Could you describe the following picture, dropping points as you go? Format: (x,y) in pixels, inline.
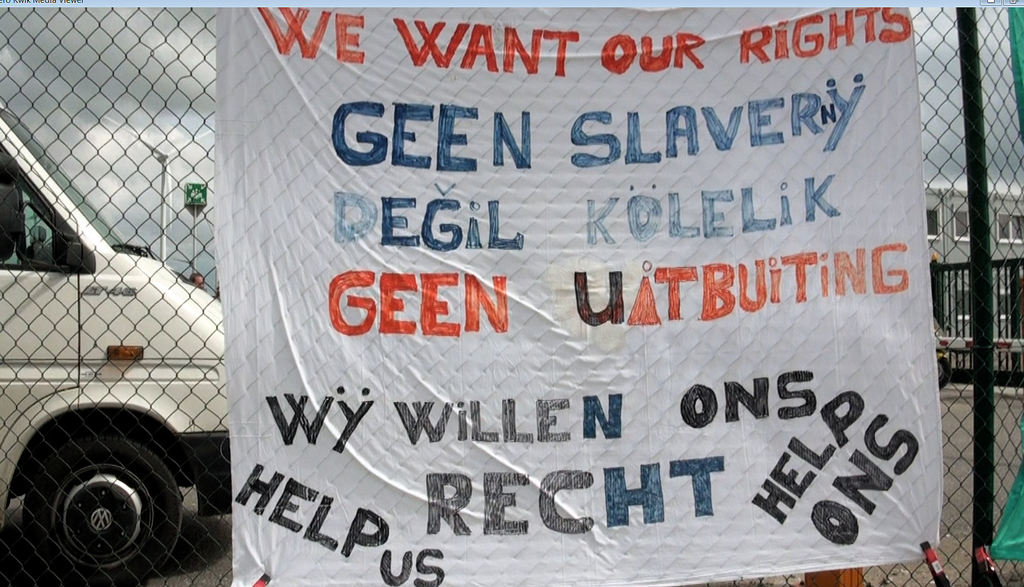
We can see banner (830,313) on mesh (969,70), through this mesh (969,70) we can see vehicle (49,486), person head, windmill (160,251), buildings (1012,254) and sky (997,103).
